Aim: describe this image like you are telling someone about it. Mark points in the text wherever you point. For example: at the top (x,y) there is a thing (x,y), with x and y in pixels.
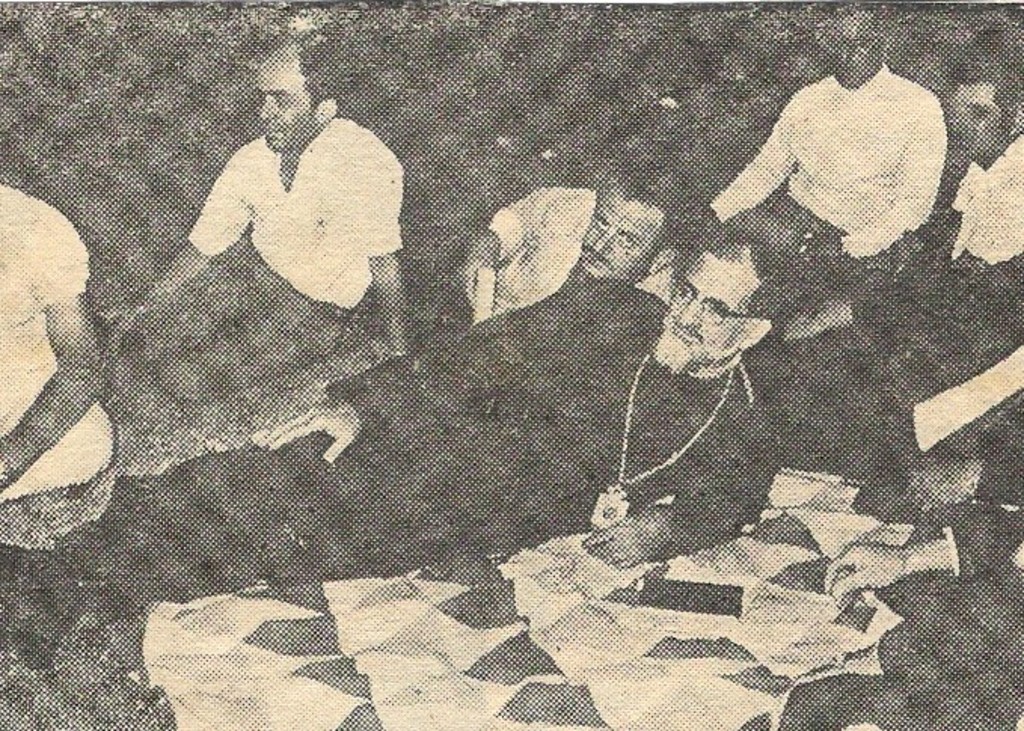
This is a black and white picture. In this picture we can see a person (317,450) lying on the ground (160,720). We can see a few people (3,483) behind this person (737,416) from left to right.
